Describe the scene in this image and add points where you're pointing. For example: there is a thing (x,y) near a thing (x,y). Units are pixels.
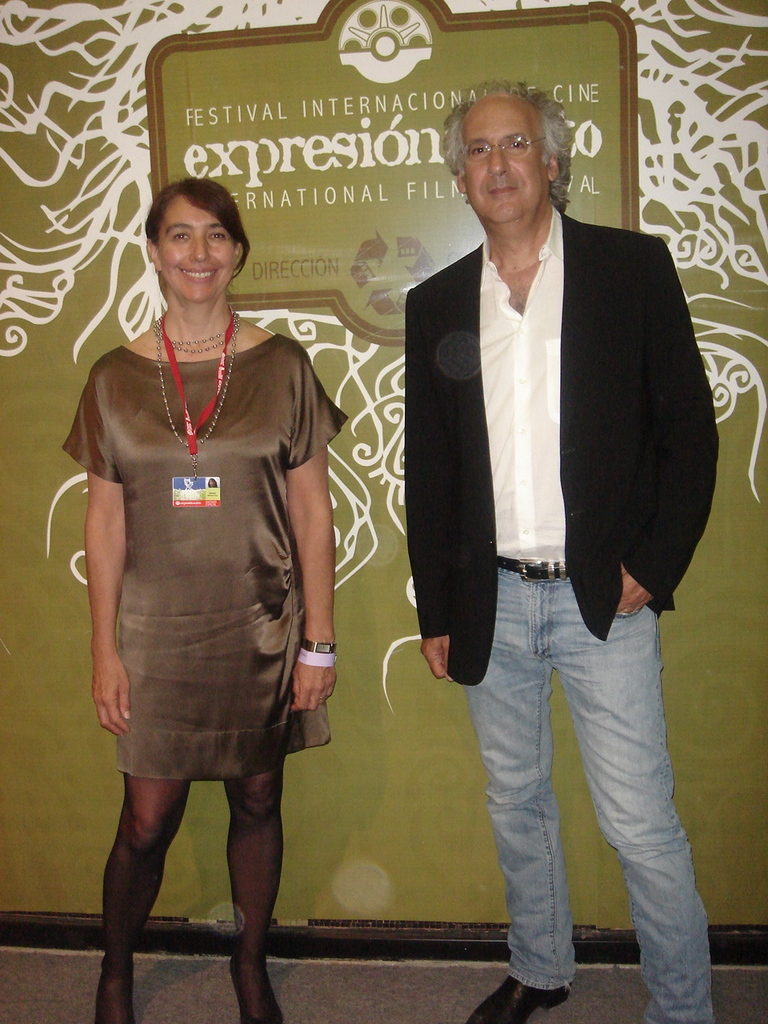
In this image in the center (496,477) there is one man (496,426) and one women (244,588) who are standing and smiling and in the background (346,407) there is a wall (137,197). On the wall (26,505) there is one board (358,76), on that board (291,131) there is some text (303,148) written.
